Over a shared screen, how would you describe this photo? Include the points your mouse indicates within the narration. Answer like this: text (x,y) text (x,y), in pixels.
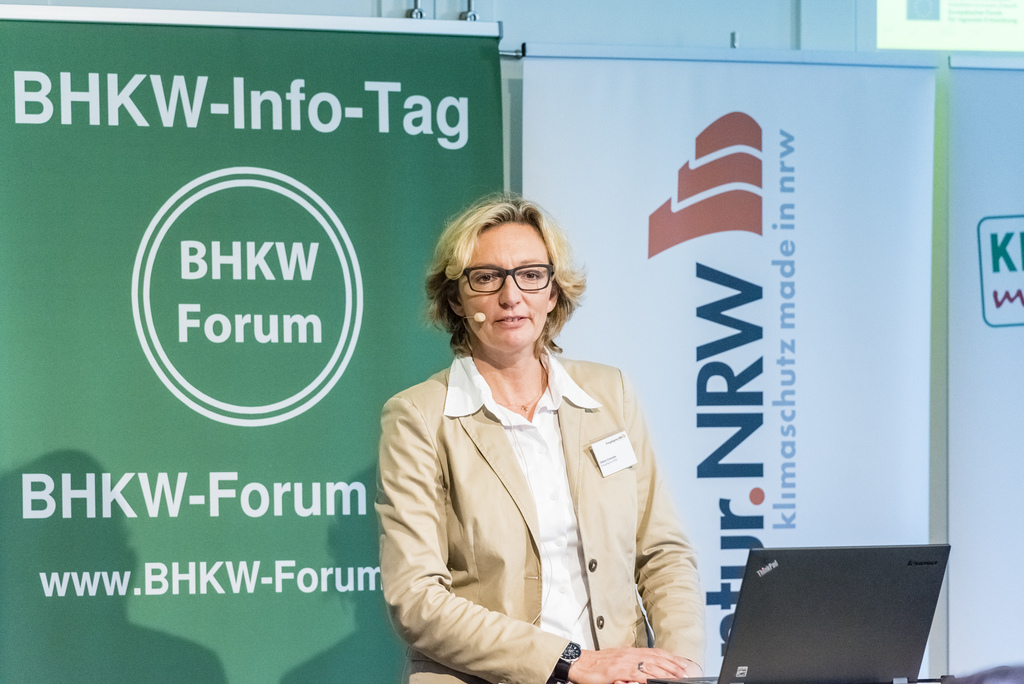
In the picture I can see a woman (520,440) is standing and wearing a coat (462,475), spectacles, a microphone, a watch (562,677) and some other objects (520,438). Here I can see a laptop (818,610). In the background (688,124) I can see banners (592,132) which has something written on them.
